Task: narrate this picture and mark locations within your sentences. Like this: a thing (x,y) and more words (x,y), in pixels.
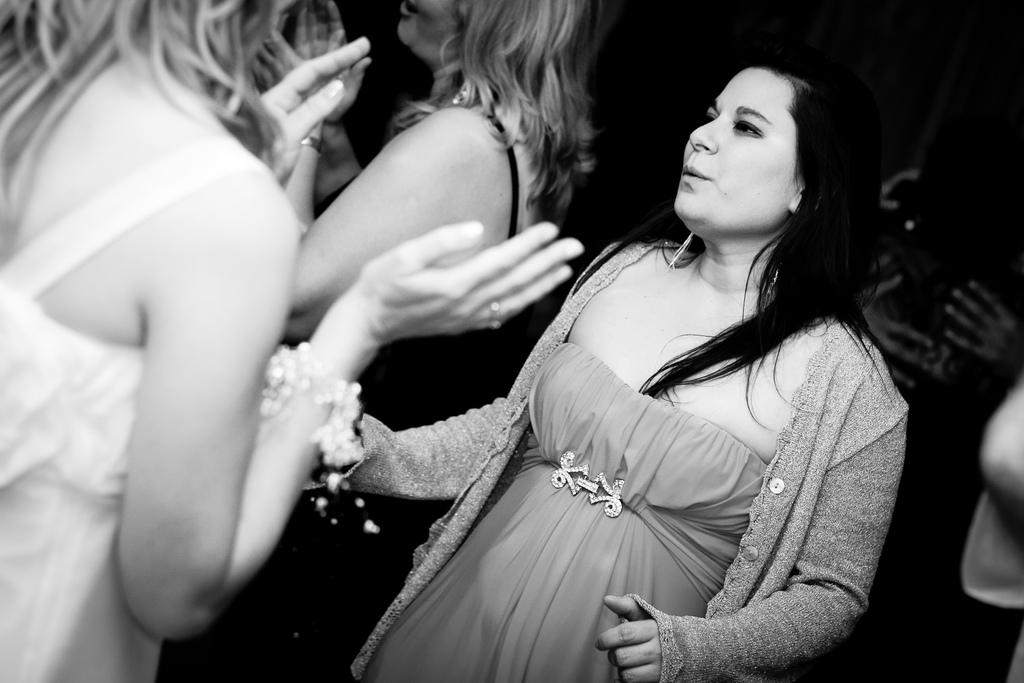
On the left side (233,139), there is a woman (96,395) in white color dress (54,524), standing in front of a woman (543,392) who is speaking and standing. In the background (928,319), there are other persons (591,4) standing. And the background (718,16) is dark in color.
